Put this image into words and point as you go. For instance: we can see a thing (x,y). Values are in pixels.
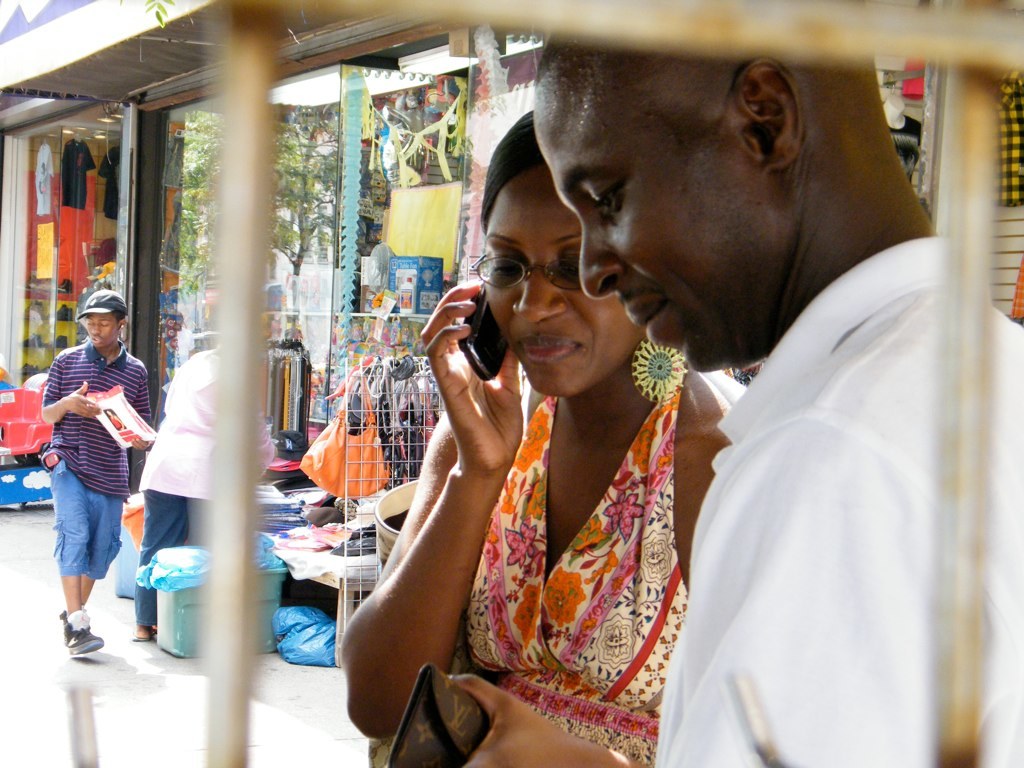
In this image we can see a man (738,524) and a woman (622,566) holding a purse (445,682) and a mobile (480,338) and wearing a specs (498,262). In the back (79,370) there is a person (84,388) wearing cap (113,304) and holding something in the hand (144,444). Also there is another person (179,482). Also there are shops (323,156) with many items (363,392). And there is a basket (270,601) with some item (201,565). And there is a pole (220,452).
